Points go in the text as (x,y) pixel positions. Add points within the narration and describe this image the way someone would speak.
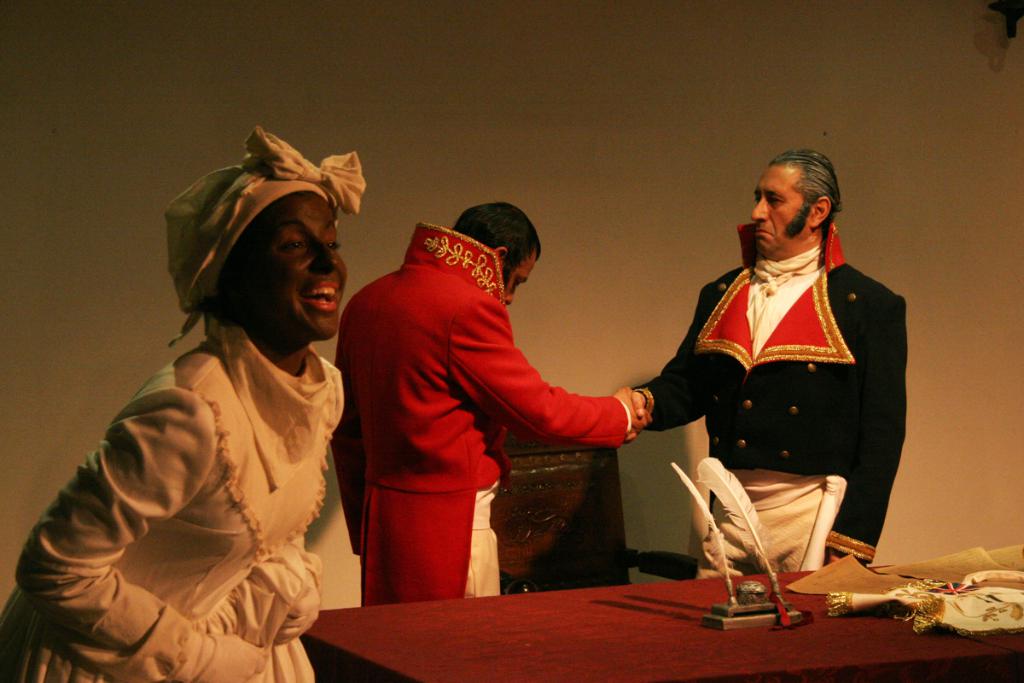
In this image there are people (269,439) standing and there is a table (629,670), on that table (624,642) there are few objects (787,611), in the background (614,72) there is a wall (344,87).
